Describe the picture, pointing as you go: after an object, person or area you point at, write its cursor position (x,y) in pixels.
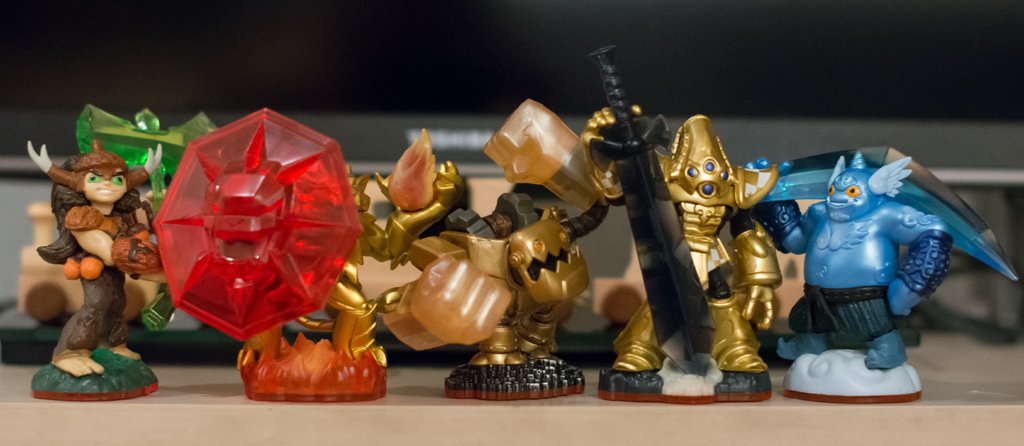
In this image we can see different kinds of toys (434,299) placed on the shelf (931,361).
